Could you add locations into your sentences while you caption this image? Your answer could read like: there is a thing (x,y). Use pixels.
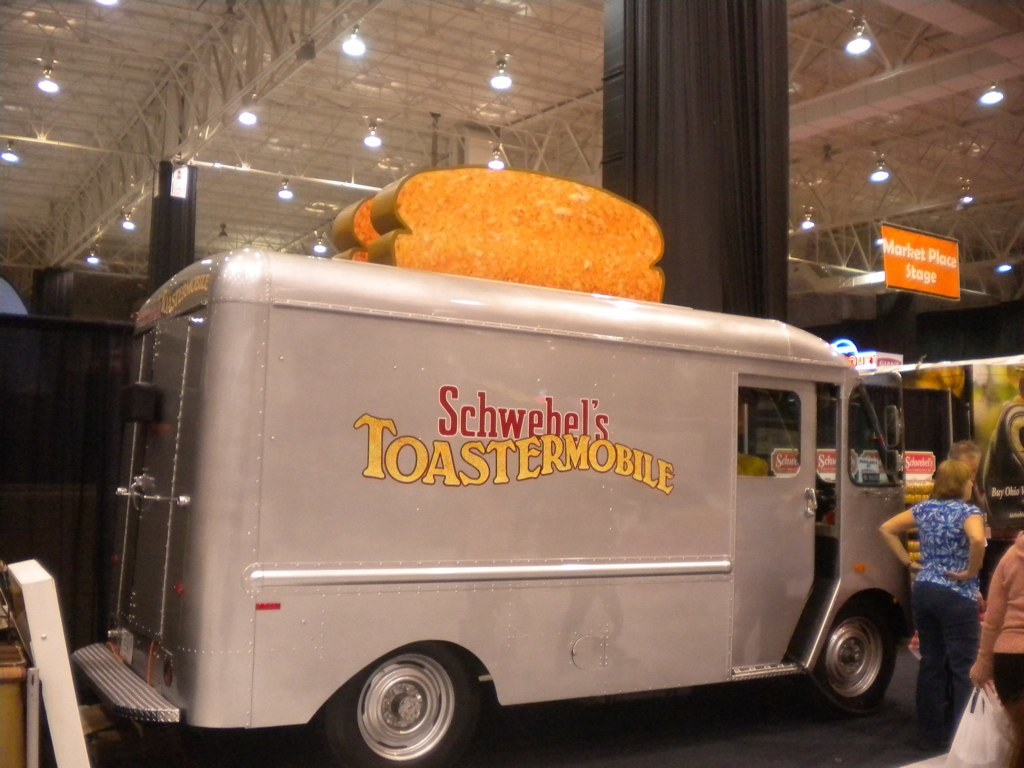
In this picture there is a vehicle (532,508) and there is a text (443,465) on the vehicle (540,417). On the right side of the image (1001,673) there are three persons (935,532) standing. At the top (907,248) there is a board (940,276) and there is a text (944,258) on the board (940,243). At the back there is a hoarding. At the top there are lights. On the left side of the image (166,246) there is a curtain (104,396) and there is a board (55,681).
